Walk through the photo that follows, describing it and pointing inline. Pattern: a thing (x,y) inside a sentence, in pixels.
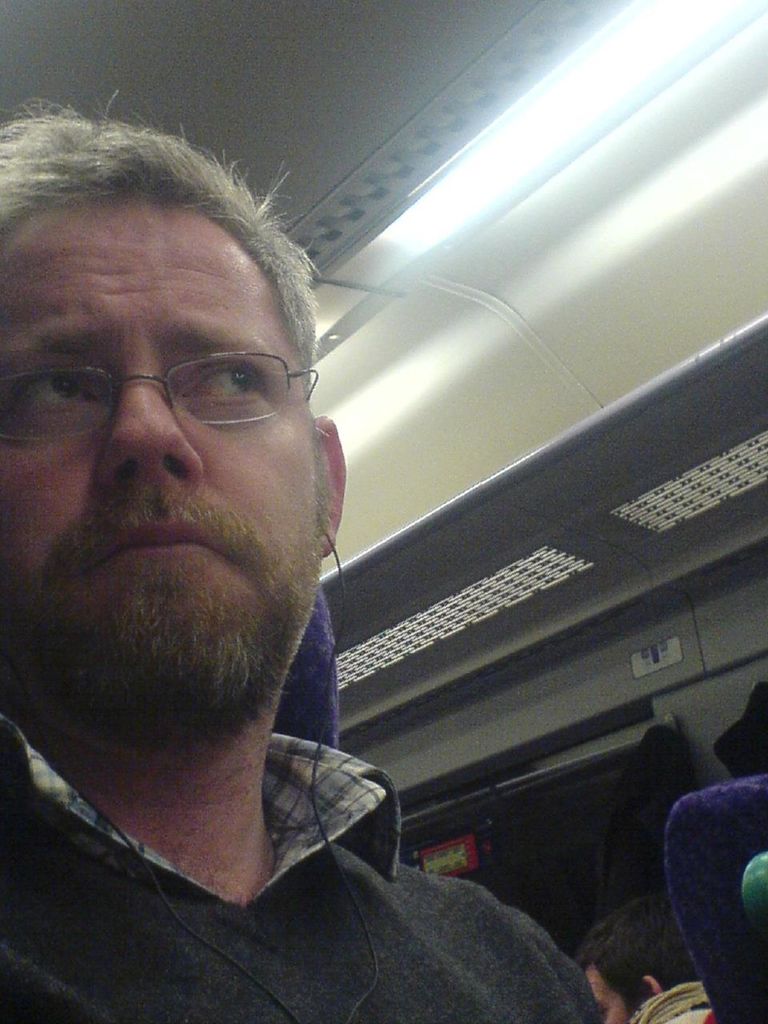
In this picture I can see the inside view of a vehicle (457,448), there are two persons (402,900) sitting on the seats (679,846), there is a light (599,55) and a window (641,815).
